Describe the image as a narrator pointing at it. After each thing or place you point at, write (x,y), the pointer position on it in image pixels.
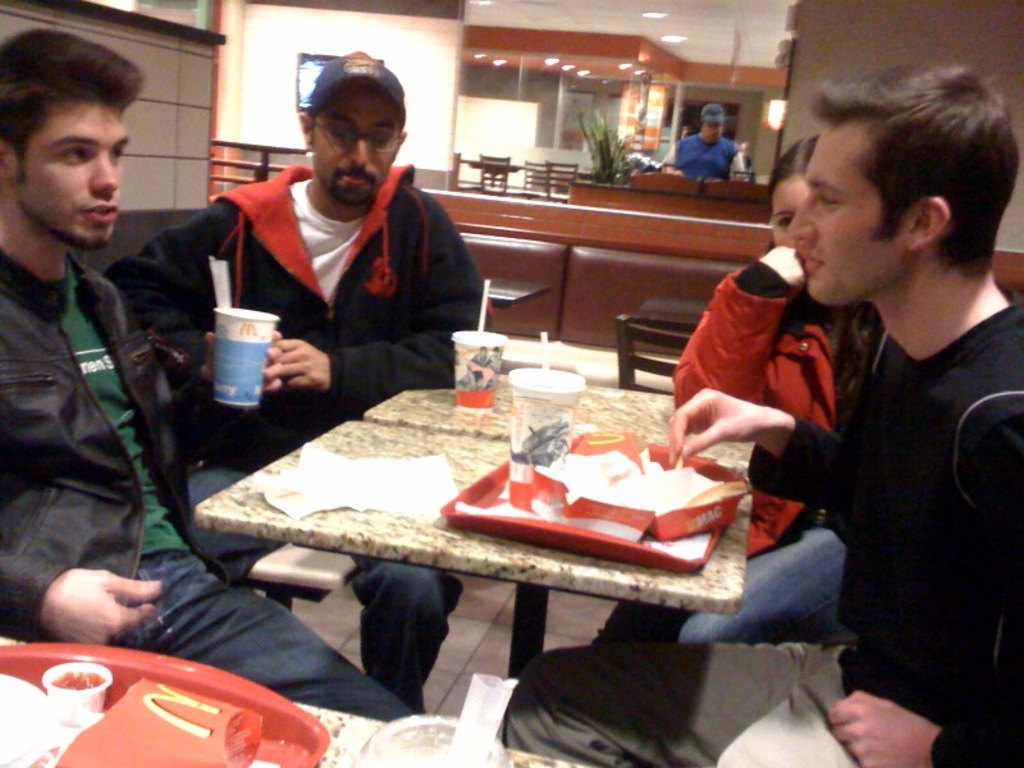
in the picture there are four people (452,306) sitting around the table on the table (685,533) there are many food items (203,739).
